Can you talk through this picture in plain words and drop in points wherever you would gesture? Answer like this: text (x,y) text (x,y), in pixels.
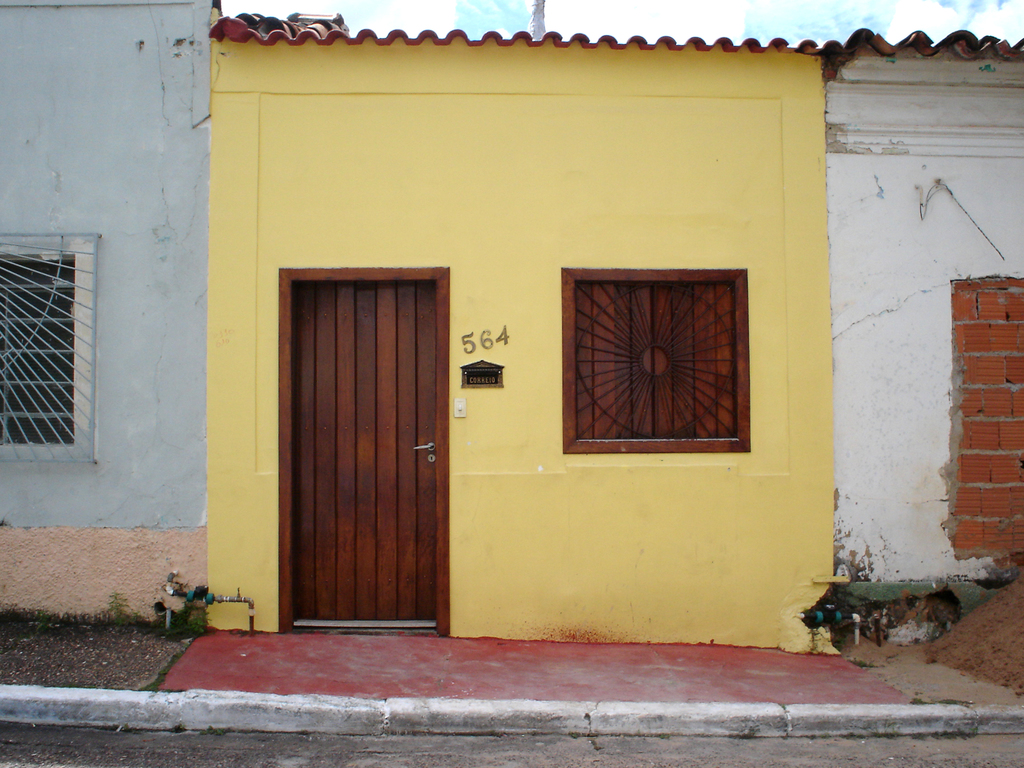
In this image, we can see a house (296,358) with walls (138,186), windows (616,335) and door (367,518). Here there is a name board (473,381), pipe (253,609), handle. At the bottom (647,692), we can see walkway (444,680) and road (978,747).
